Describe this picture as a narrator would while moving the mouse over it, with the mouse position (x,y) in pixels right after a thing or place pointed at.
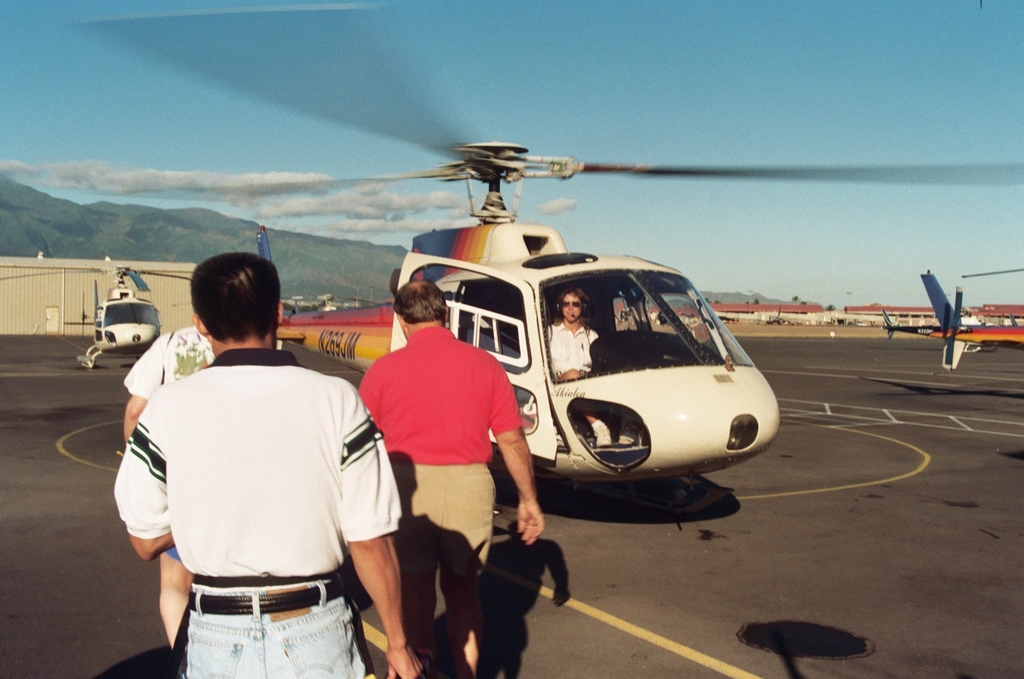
In the foreground of the picture (616,366) we can see people (169,496), helicopters (561,443) and helipads (62,348). In the center of the picture (622,309) there are buildings (13,266) and aircraft (933,299). On the left (82,231) we can see mountain (221,244). At the top (273,131) there is sky (739,109). In the background (745,296) it is looking like hill (740,297).
